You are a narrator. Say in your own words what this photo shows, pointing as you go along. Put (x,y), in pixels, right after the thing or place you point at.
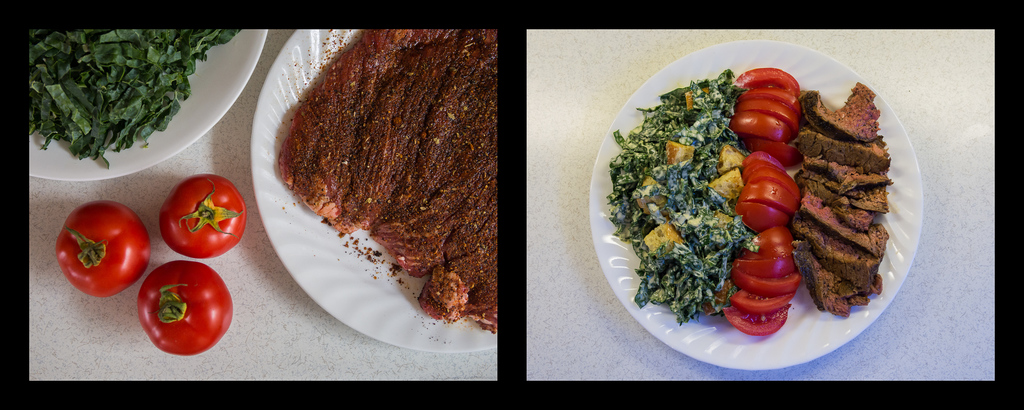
This is a collage picture. I can see food items (424,139) on the plates (286,212) and there are three tomatoes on an object (32,235).
